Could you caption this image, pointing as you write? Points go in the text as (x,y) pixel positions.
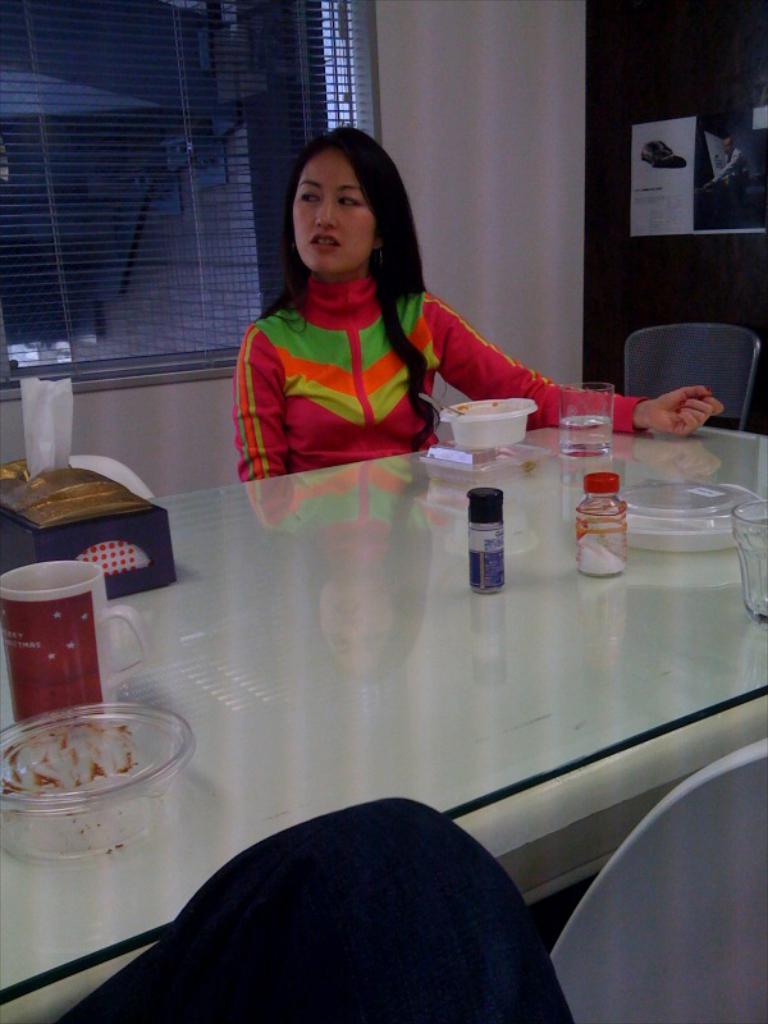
Here we can see a woman (248,409) on the top center (373,145). This is a glass table (349,662) where a cup (64,663), a plastic bowl (92,774) and a glass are kept on it.
